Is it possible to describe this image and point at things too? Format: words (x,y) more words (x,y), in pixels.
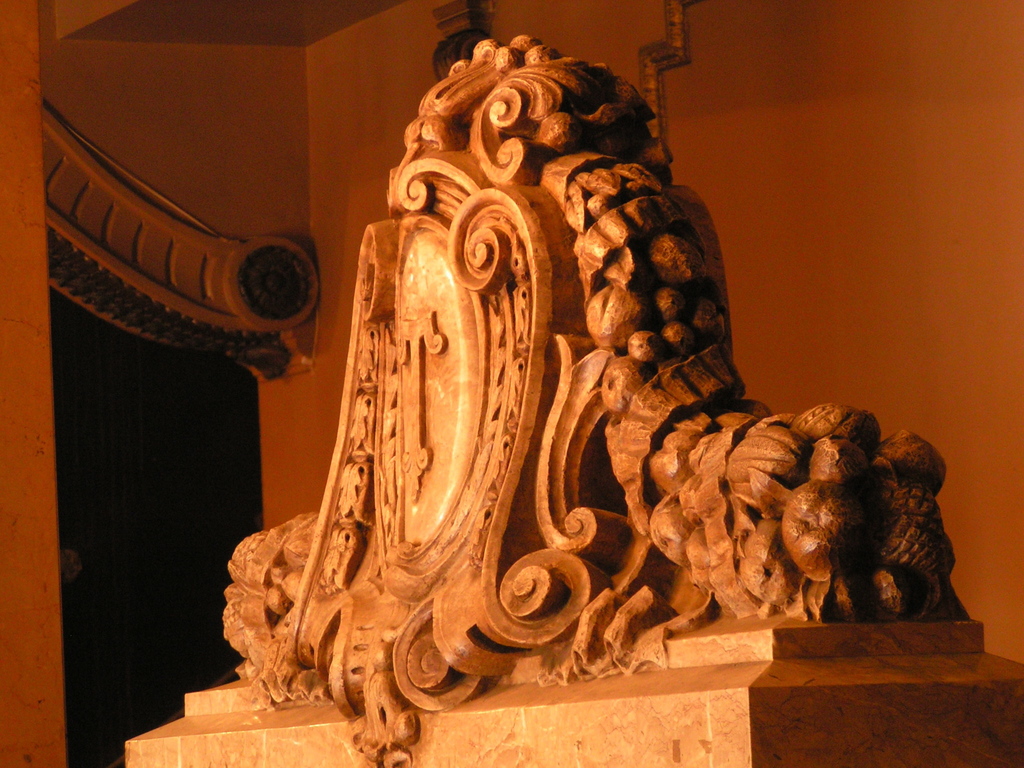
In this picture we can see a sculpture (373,431) on a stand (628,745) and in the background (423,53) we can see walls (329,102) and some objects (147,234).
